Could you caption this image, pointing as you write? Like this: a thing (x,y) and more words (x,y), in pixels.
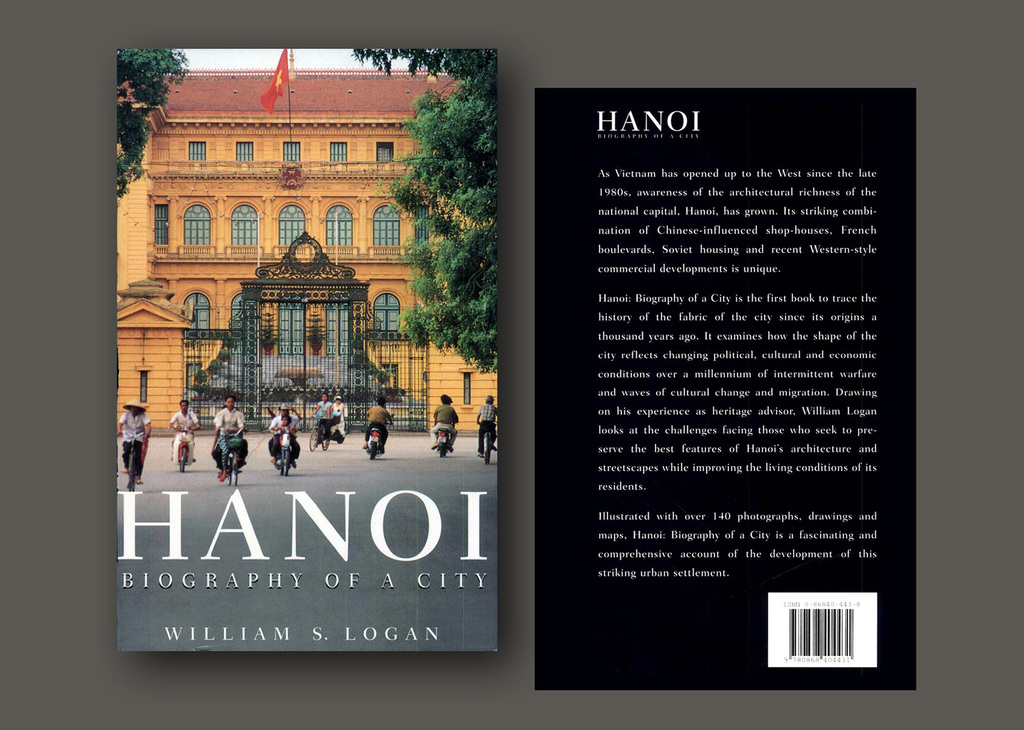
In this image we can see two posters (621,363), on the right side of the image (717,178) there is a black poster (658,147) with text (699,511) and image (864,602). Left side poster (356,98) there is one big building (218,321) with black gate (319,367), one red flag (270,92) with pole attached to the building (322,227), some text (172,501) on the poster (265,473), some trees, some people (482,415) riding bicycles (489,447) and some people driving motorbikes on the road (255,517) in front of the building (325,89).
